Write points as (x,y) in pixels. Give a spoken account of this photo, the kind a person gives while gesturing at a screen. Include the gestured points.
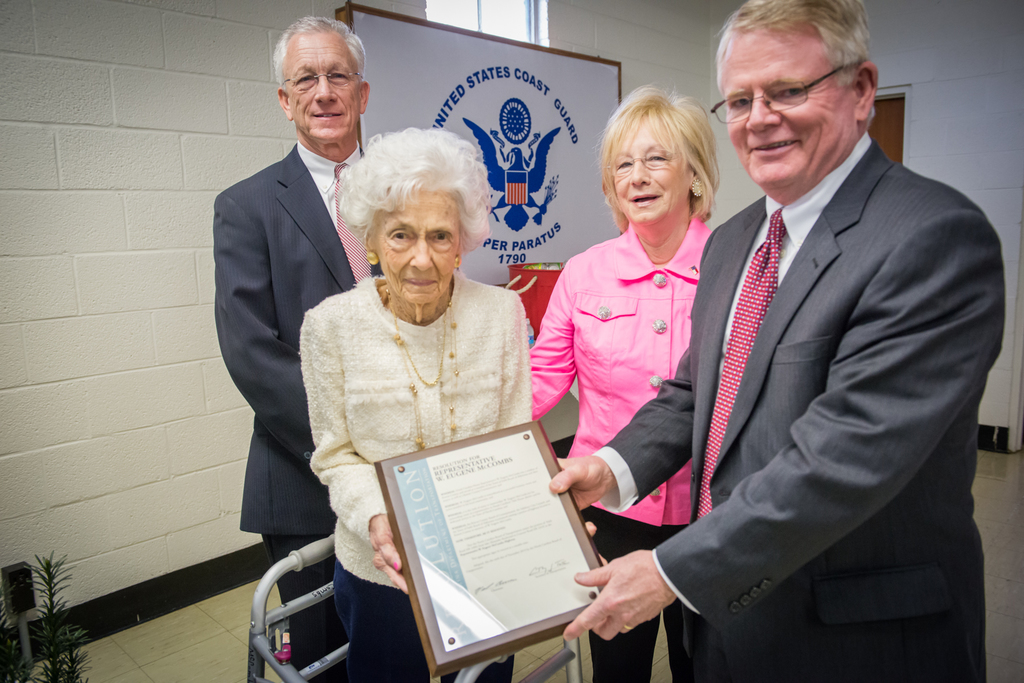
In this image we can see two women (331,322) and two men (313,179) and a man (679,392) is presenting award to the old woman (389,435) who is wearing white color dress (377,415) and in the background of the image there is a wall (712,25).
